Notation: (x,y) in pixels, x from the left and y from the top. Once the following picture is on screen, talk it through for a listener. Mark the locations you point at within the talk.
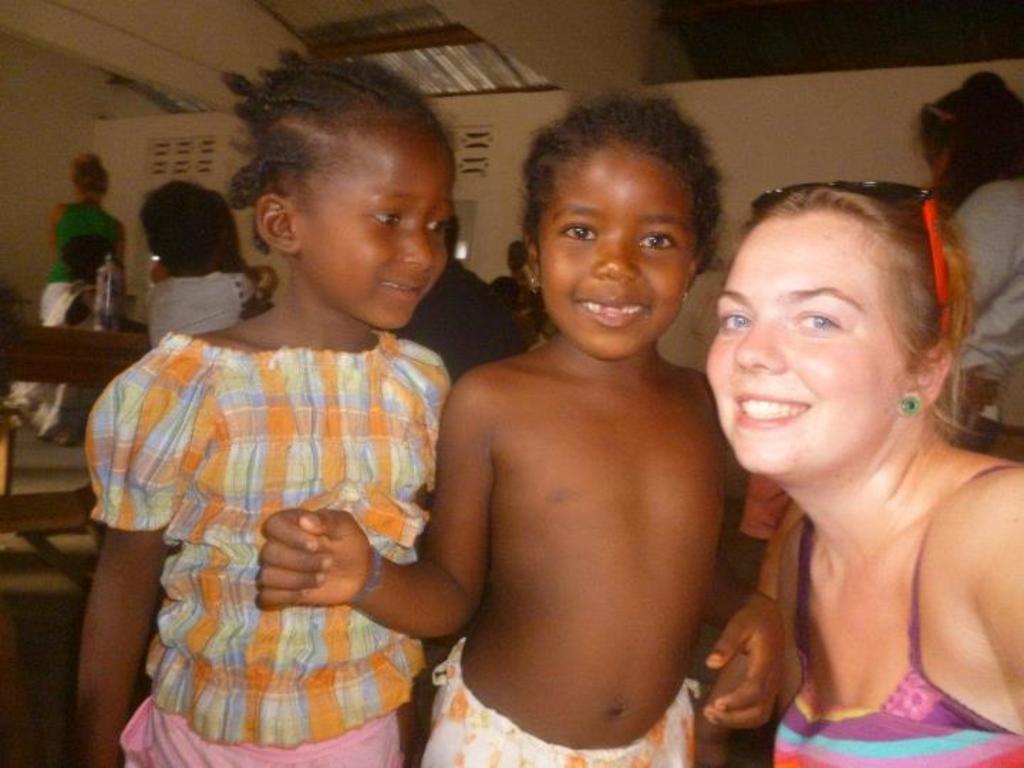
These three people (494,394) are smiling. Background (467,266) we can see people (238,239) and wall (779,153).
